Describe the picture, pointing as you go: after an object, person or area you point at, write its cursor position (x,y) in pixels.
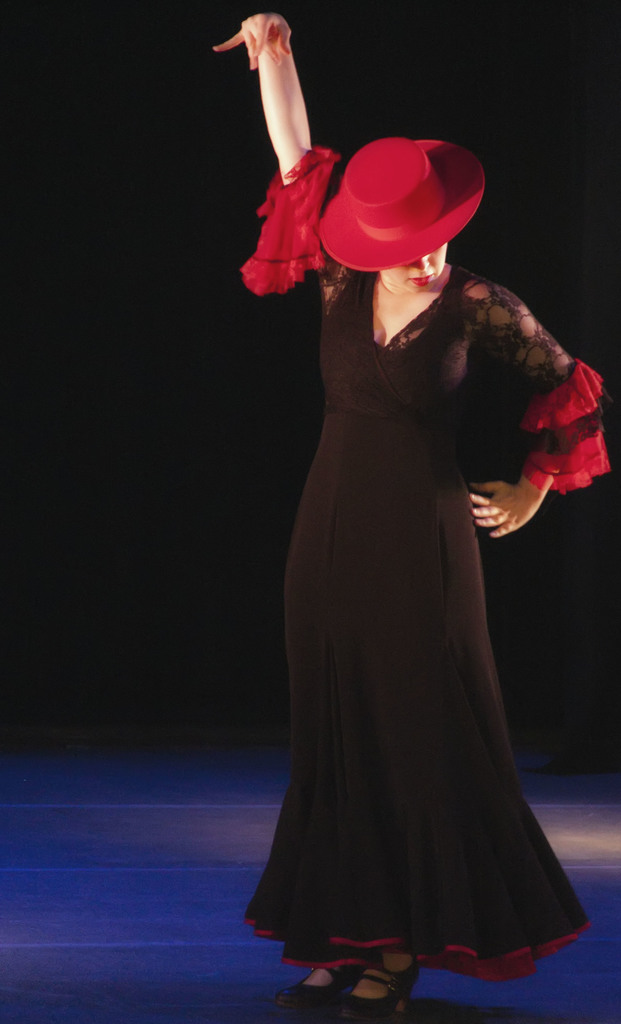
In this image we can see a woman (306,798) standing on the floor (292,973).
